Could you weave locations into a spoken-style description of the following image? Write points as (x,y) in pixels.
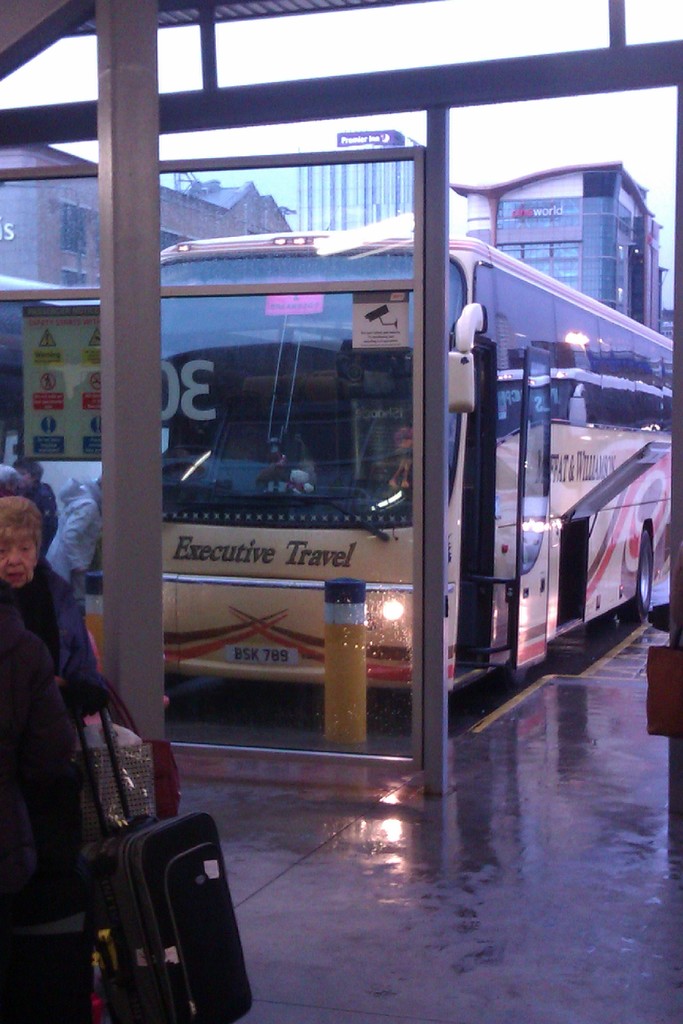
In this picture there is a bus (397,430) behind a pole (337,663). There are some buildings (384,201) in the background (243,223). Some people (18,564) are walking with trolleys (101,855) in front of this bus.
